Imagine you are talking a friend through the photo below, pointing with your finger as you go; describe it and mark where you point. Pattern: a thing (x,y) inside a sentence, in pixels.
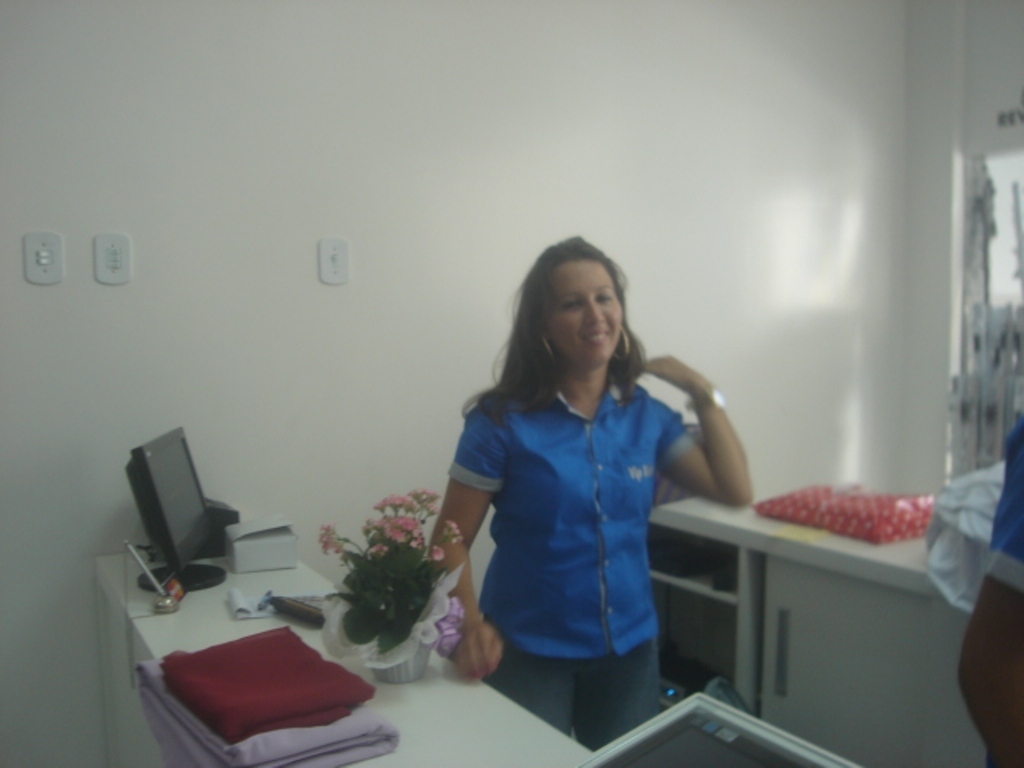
The woman (591,429) is standing in the middle of the room (661,350) wearing a blue shirt (581,602). There is a table (460,721) in front of her with a flower vase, towel (293,696) and a monitor (194,524) and some papers (277,594) and, behind her there is another table (818,570) with some covers (872,530). The wall (390,284) has switch boards (107,266). The right side wall (989,142) to her light focus (989,262) coming in.
